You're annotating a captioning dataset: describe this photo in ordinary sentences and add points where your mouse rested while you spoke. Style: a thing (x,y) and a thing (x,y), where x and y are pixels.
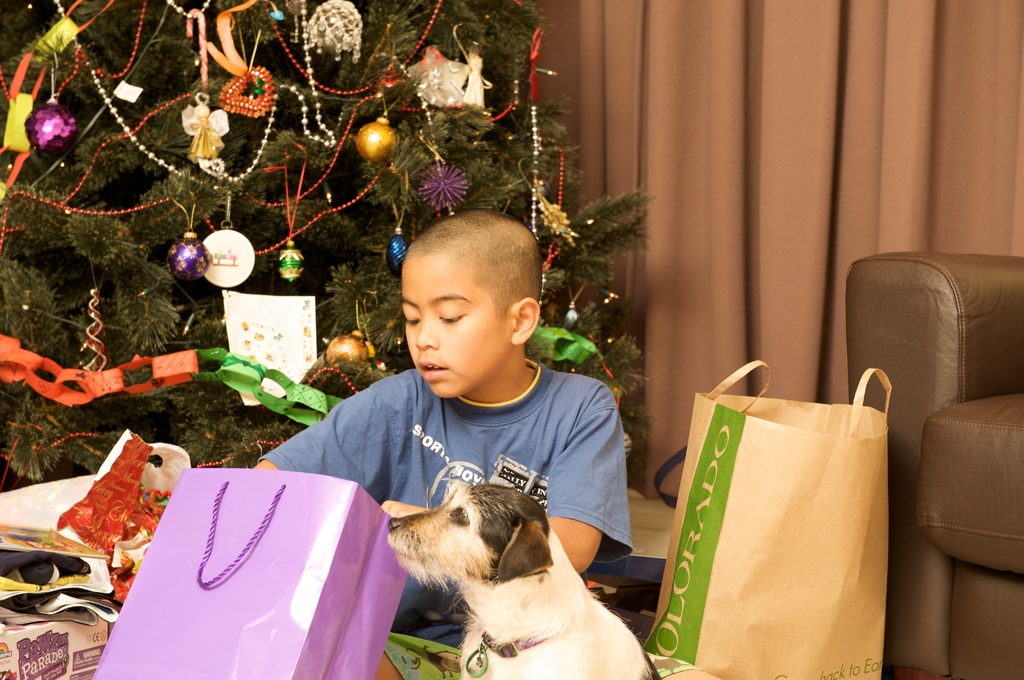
in a picture there is a room (479,343) in that room (412,336) a boy (489,367) is sitting there is a dog (408,552) in front of him there are some carry bags (279,594) near to the boy (491,329) there is a Christmas tree (290,71) in the room (418,187) there are some curtains (948,167) in the room (935,450).
